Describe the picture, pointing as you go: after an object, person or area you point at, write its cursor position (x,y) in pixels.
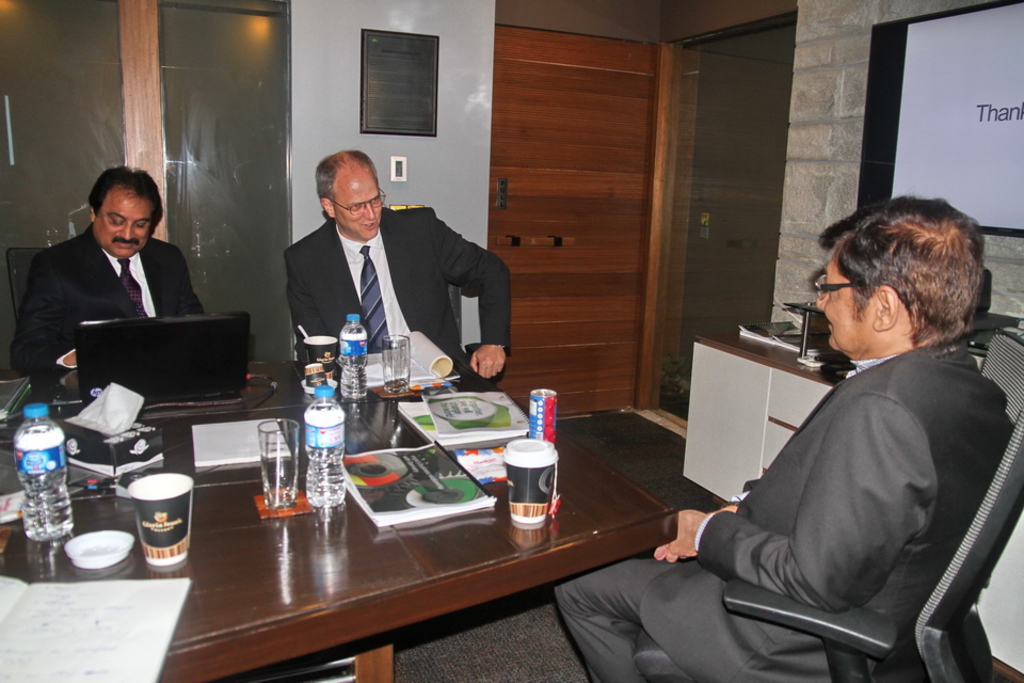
On the background (506,129) we can see wall (805,155), doors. Here we can see a board (991,163). We can see three persons (69,333) sitting on chairs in front of a table (17,542) and on the table (600,491) we can see bottle (315,467), glasses (281,463), magazines (381,480), papers (244,439) and also laptop (199,369).
